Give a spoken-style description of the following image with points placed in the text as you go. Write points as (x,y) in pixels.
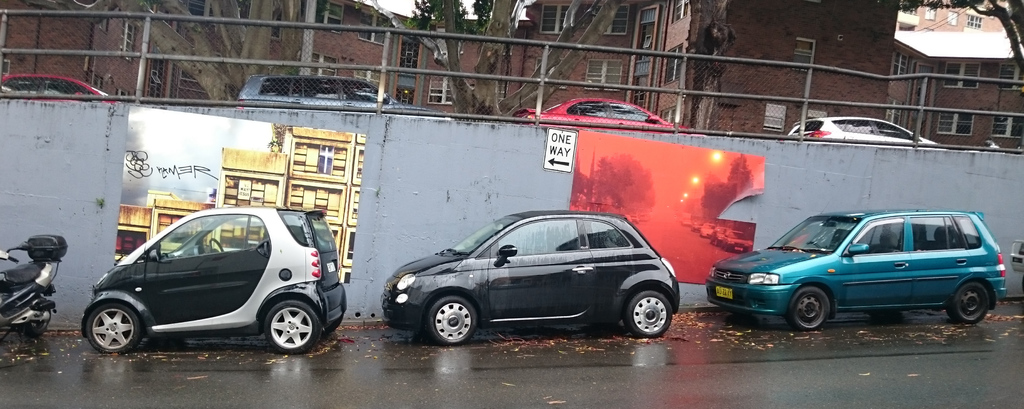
This picture is clicked outside the city. At the bottom of the picture (399,324), there are cars (308,296) and a bike (1,297) parked on the road (560,339). Beside that, we see cars (849,122) moving on the bridge (836,170). There are trees (419,26) and buildings (673,48) in the background (779,54).
